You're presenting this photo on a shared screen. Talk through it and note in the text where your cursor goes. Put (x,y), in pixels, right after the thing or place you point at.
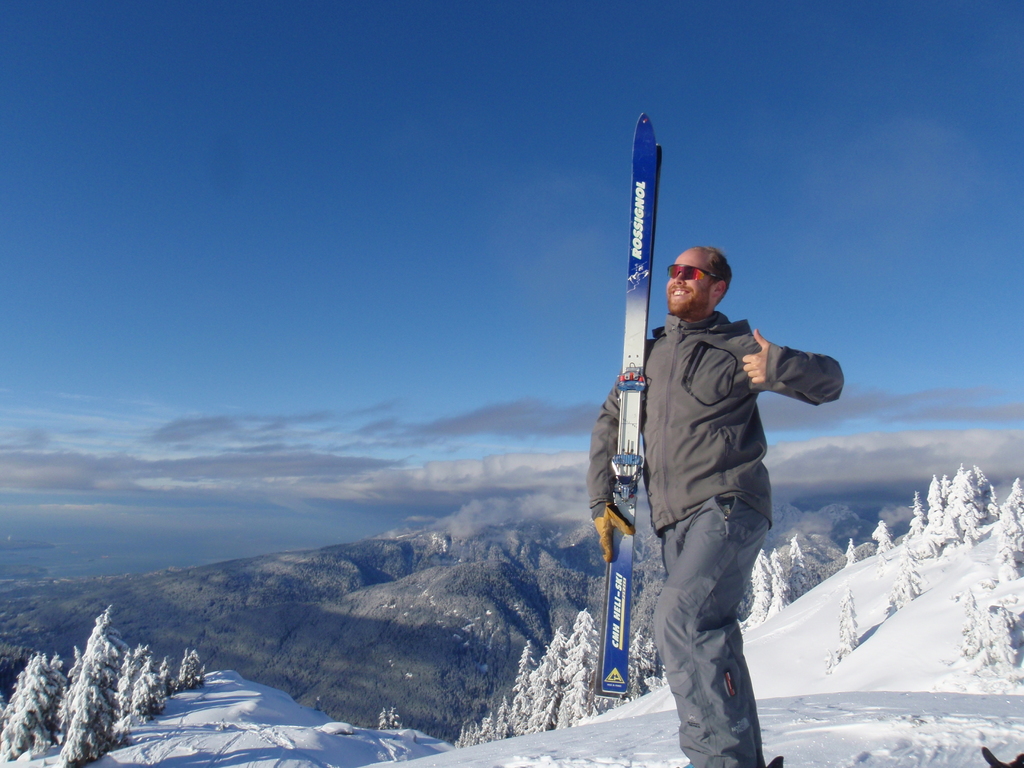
In this image we can see a man (690,673) is standing and holding a ski board (636,431) in his hand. We can see snow (658,756) on the trees (116,683) and ground (436,759). In the background (445,717) there are mountains (393,566) and clouds (965,455) in the sky (220,355).
